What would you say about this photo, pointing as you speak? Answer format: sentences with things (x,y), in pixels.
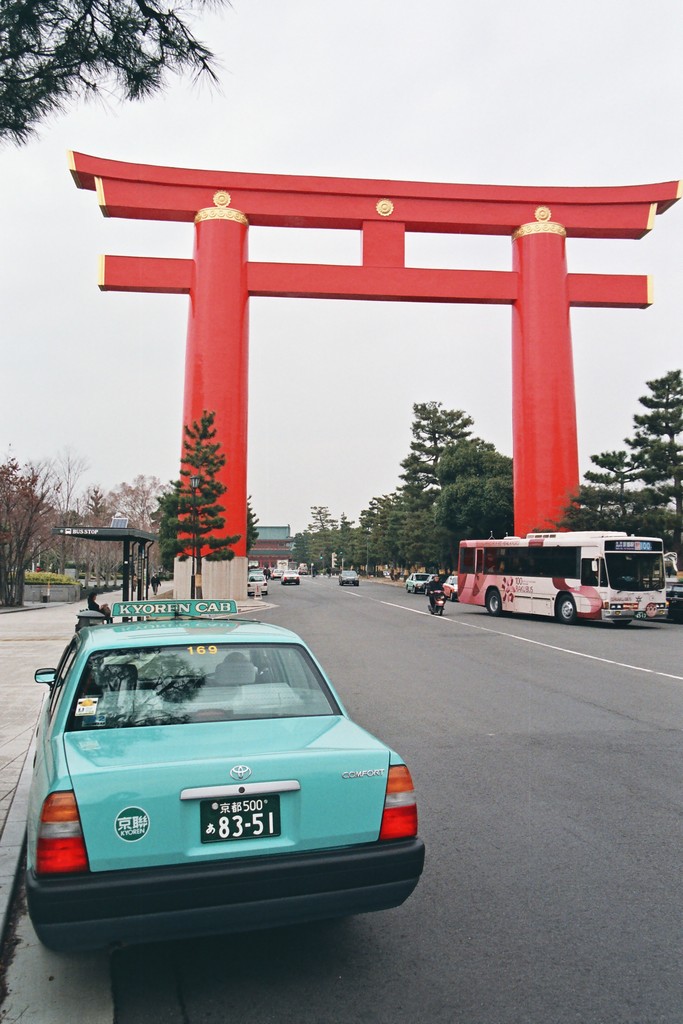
In this picture I can observe blue color car (110,668) on the left side of the road (361,677). On the right side of the picture (530,557) I can observe a bus (556,600). In the middle of the picture (235,450) I can observe red color arch (564,333). In the background (404,488) there are some trees (483,500) and sky (386,398).
